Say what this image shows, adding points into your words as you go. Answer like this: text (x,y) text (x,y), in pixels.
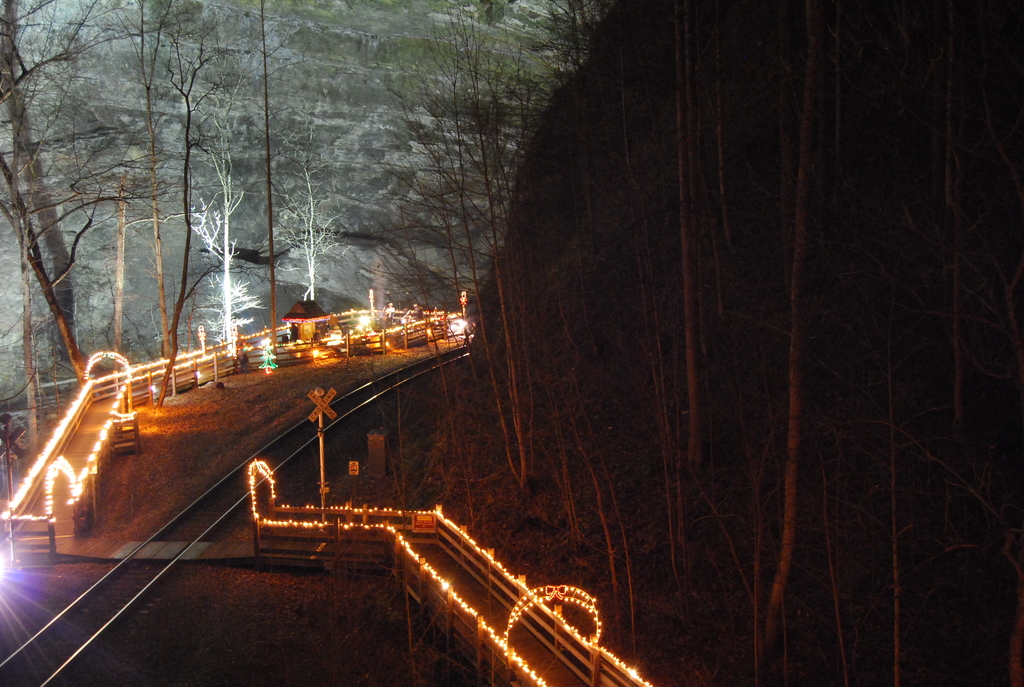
In the bottom left corner of the image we can see fencing (386,338), lights (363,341) and poles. In the middle of the image (575,338) we can see some trees (23,244).
